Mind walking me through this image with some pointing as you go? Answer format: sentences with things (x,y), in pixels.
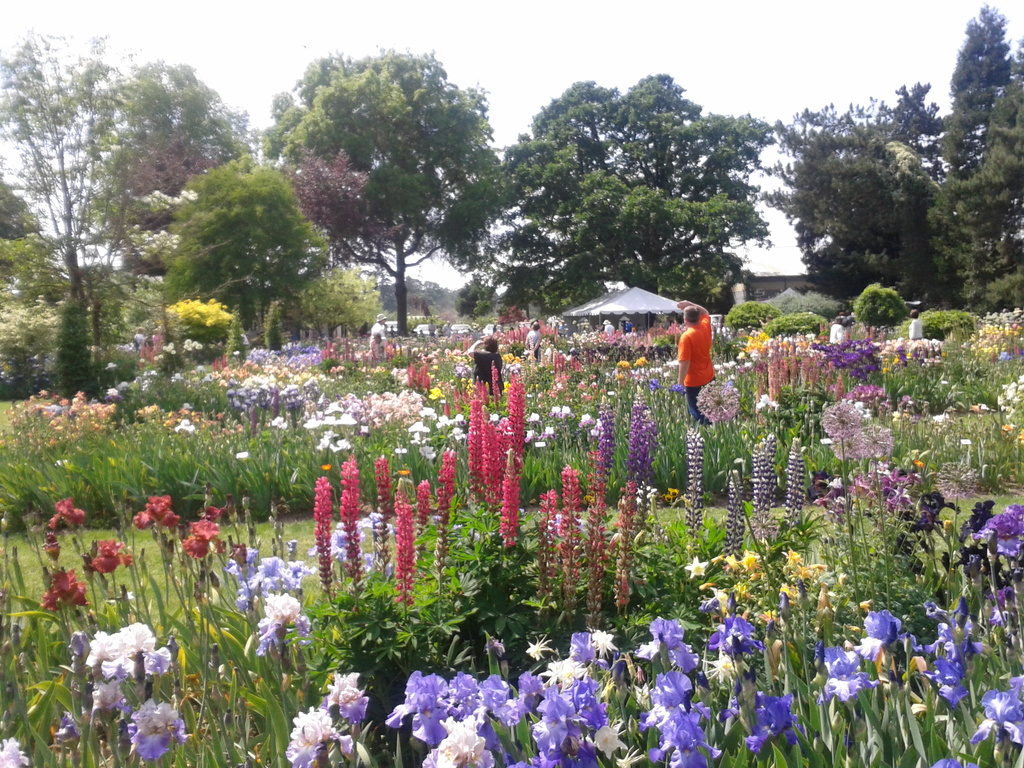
In the picture we can see plants (90,479), trees (268,263) and grass (304,553). We can also see some flower plants (791,559) and people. We can also see there is a tent (648,301) and sky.
